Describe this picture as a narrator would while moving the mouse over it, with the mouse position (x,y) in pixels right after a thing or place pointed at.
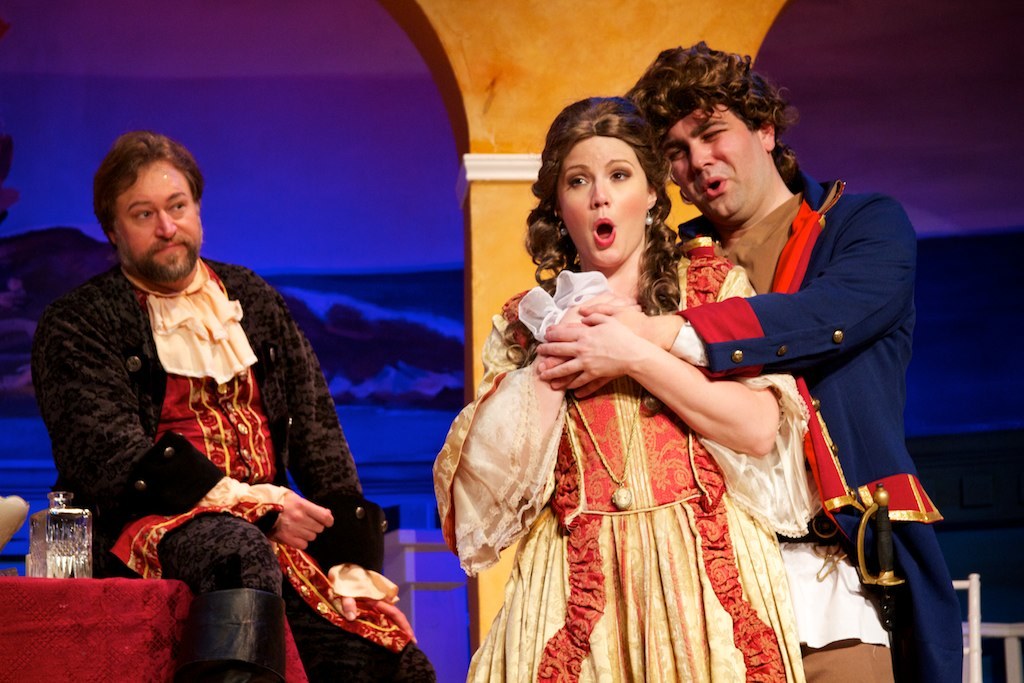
This picture is clicked inside. On the right (794,265) we can see the two persons (657,289) wearing dresses (832,469) of different colors and standing. On the left (154,374) there is a man (238,305) wearing a black color jacket (99,354) and sitting and there are some items (70,537) placed on the top of the red color table (141,608). In the background (324,133) we can see a pillar (483,36) and some other objects (340,278).
